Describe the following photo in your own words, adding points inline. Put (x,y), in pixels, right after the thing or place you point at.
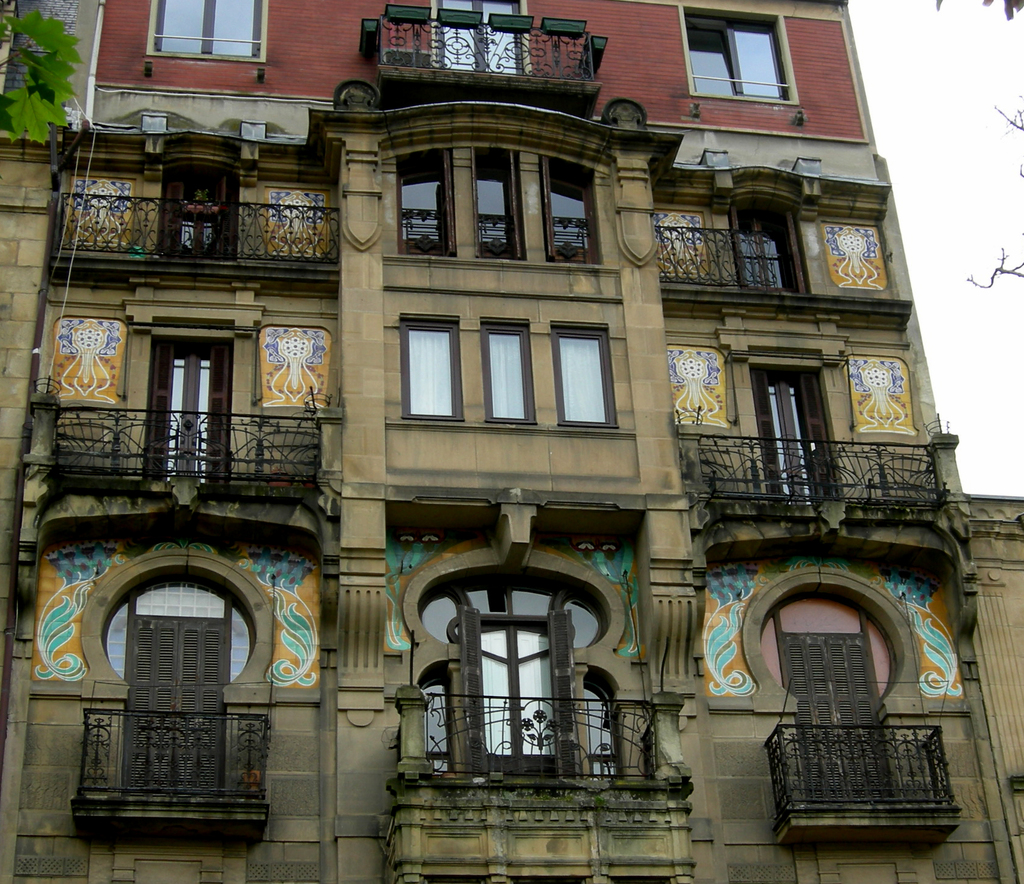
In the image there is building (803,208) in the front (523,410) with windows (559,394) and doors (184,408) all over it and on the right side (949,164) its sky (958,166).
